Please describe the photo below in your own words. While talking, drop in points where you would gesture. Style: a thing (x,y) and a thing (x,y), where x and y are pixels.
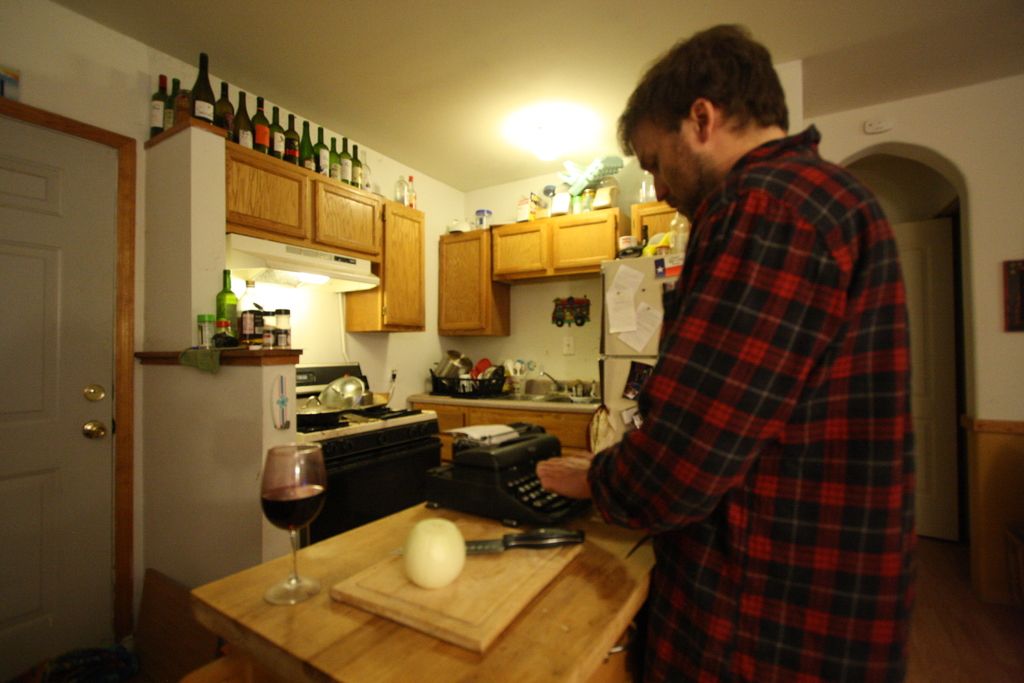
This picture is of inside the kitchen (469,205). In the foreground (743,98) we can see a man (780,237) wearing red color shirt (750,448) standing and working. There is a table (508,634) on the top of which a glass of drink (280,504), chopping board (544,557), knife (547,532) and a machine (510,454) is place. On the left corner (64,177) we can see a door (85,574) and bottles (299,139) placed on the top of the cabinet (294,193) and some utensils (496,370) placed on the platform (468,399). There is a refrigerator (633,292). In the background (964,123) we can see a wall (989,207) and a door (936,309).
